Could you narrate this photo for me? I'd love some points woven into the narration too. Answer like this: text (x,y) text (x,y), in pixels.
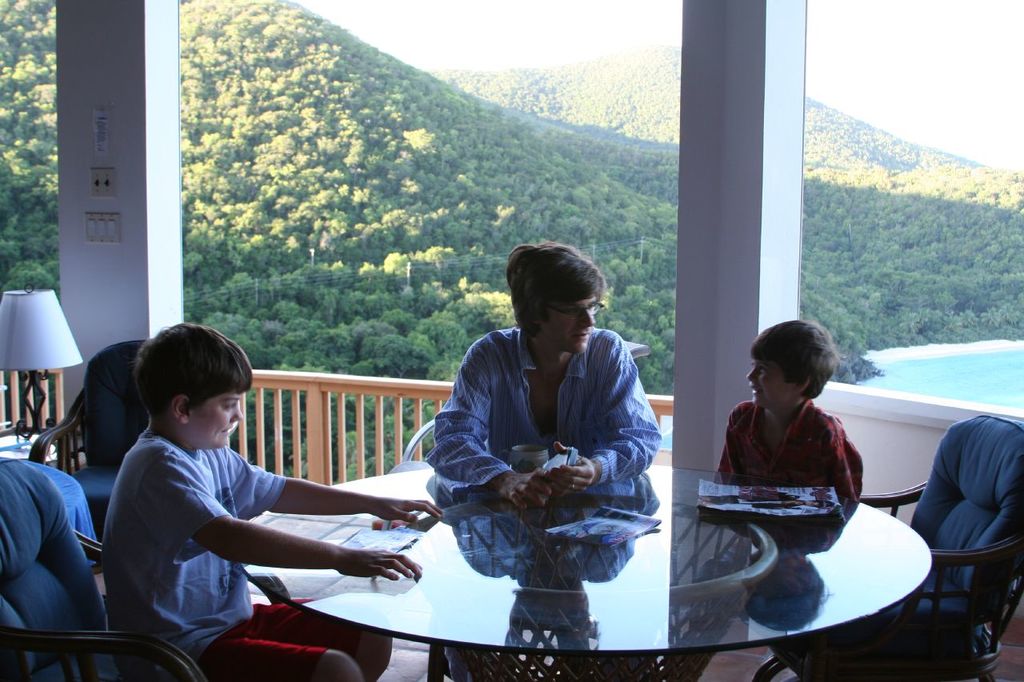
These two children (210,498) and a person (458,443) are sitting on the chairs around a table (877,578). Behind them there are trees (450,349) and water (942,359).
